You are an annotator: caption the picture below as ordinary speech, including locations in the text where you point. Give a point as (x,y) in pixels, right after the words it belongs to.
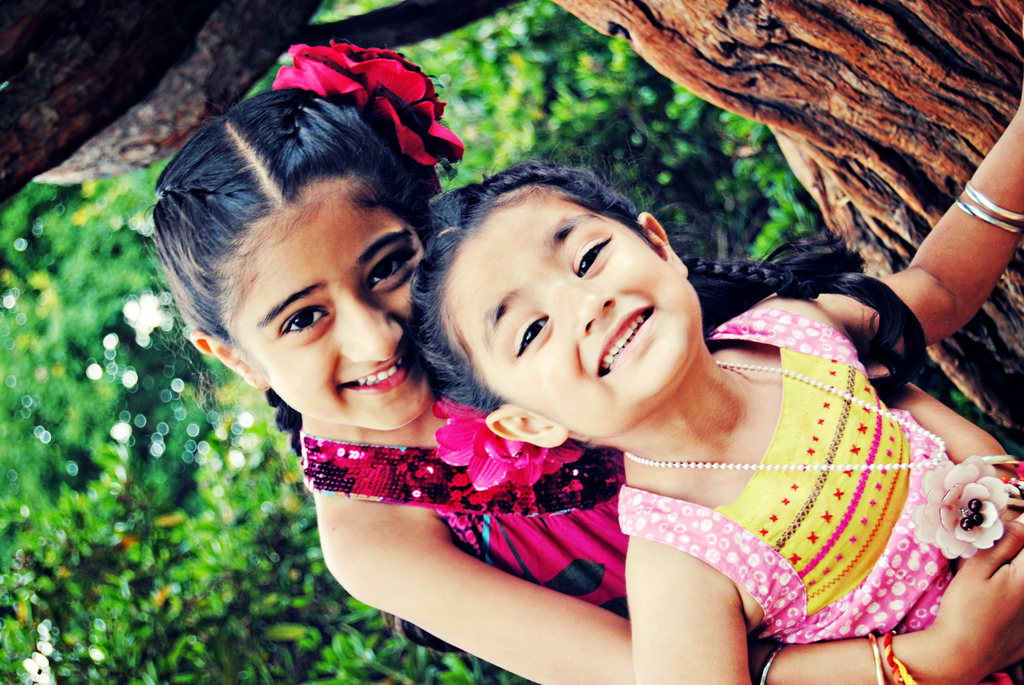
In the center of the image (492,313), we can see children (505,333) smiling and in the background (231,102), there are trees (865,164).
